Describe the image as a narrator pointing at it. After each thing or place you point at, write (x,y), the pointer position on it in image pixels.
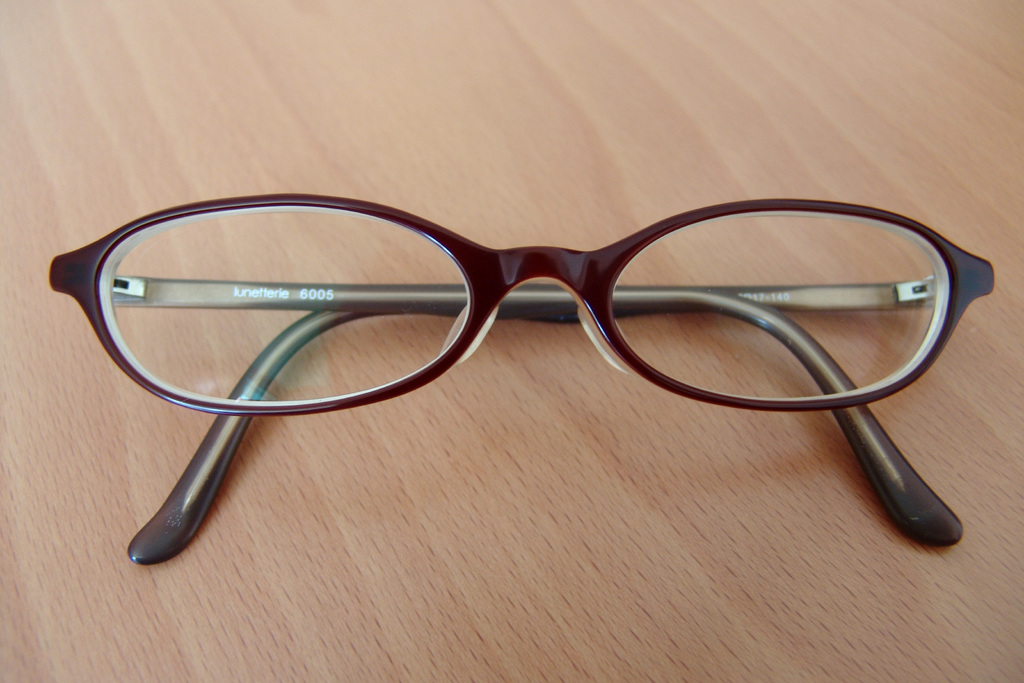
In the image there are spectacles (322,290) folded and kept on a table (787,424).
